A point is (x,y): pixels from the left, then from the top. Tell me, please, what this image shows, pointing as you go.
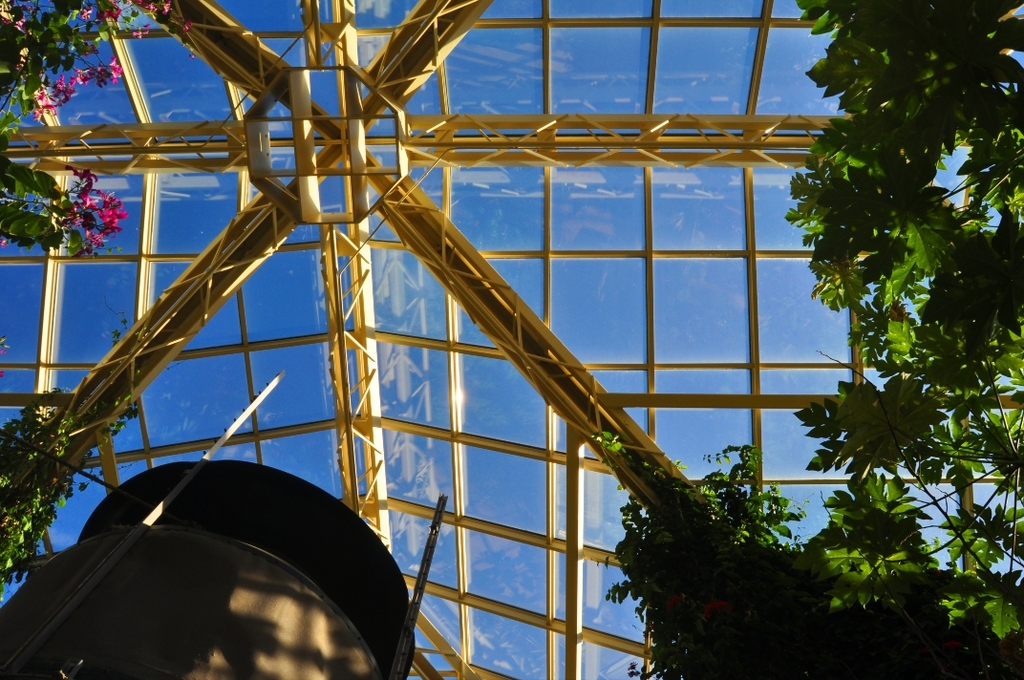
In the center of the image (355,415) there are rods (238,268). There are plants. At the bottom of the image (256,506) there is a cement construction (230,536). There are trees (863,560).
